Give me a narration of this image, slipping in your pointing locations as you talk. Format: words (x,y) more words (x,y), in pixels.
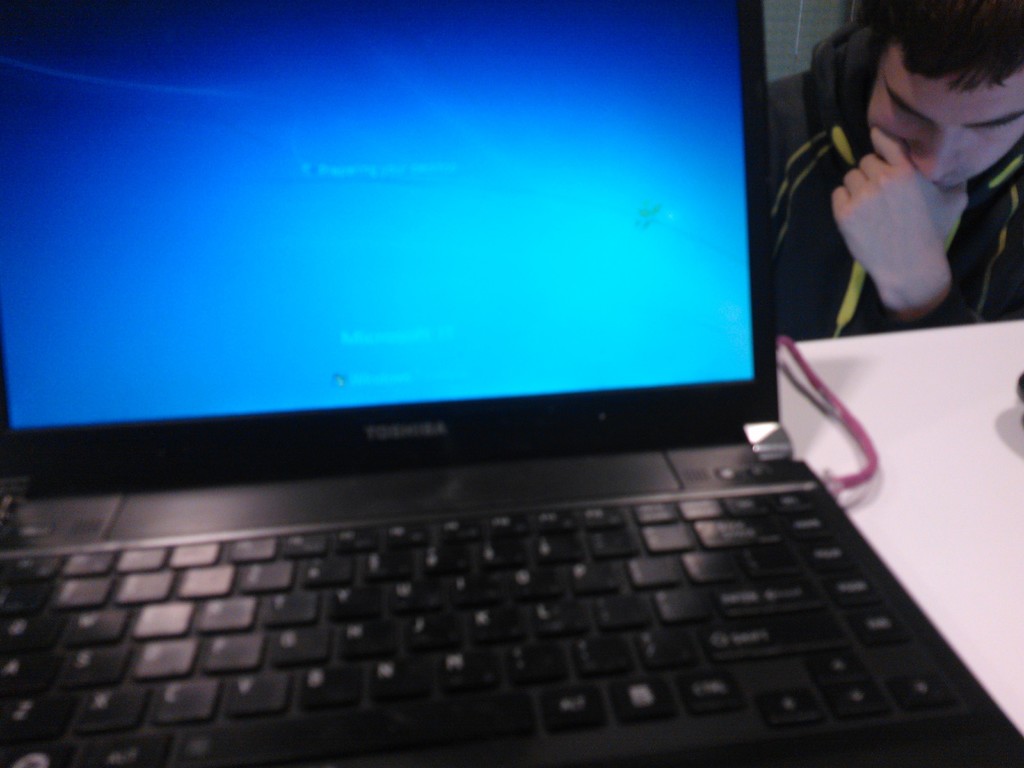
In this image we can see a laptop (491,507) on the table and a person (861,181) sitting on the chair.
